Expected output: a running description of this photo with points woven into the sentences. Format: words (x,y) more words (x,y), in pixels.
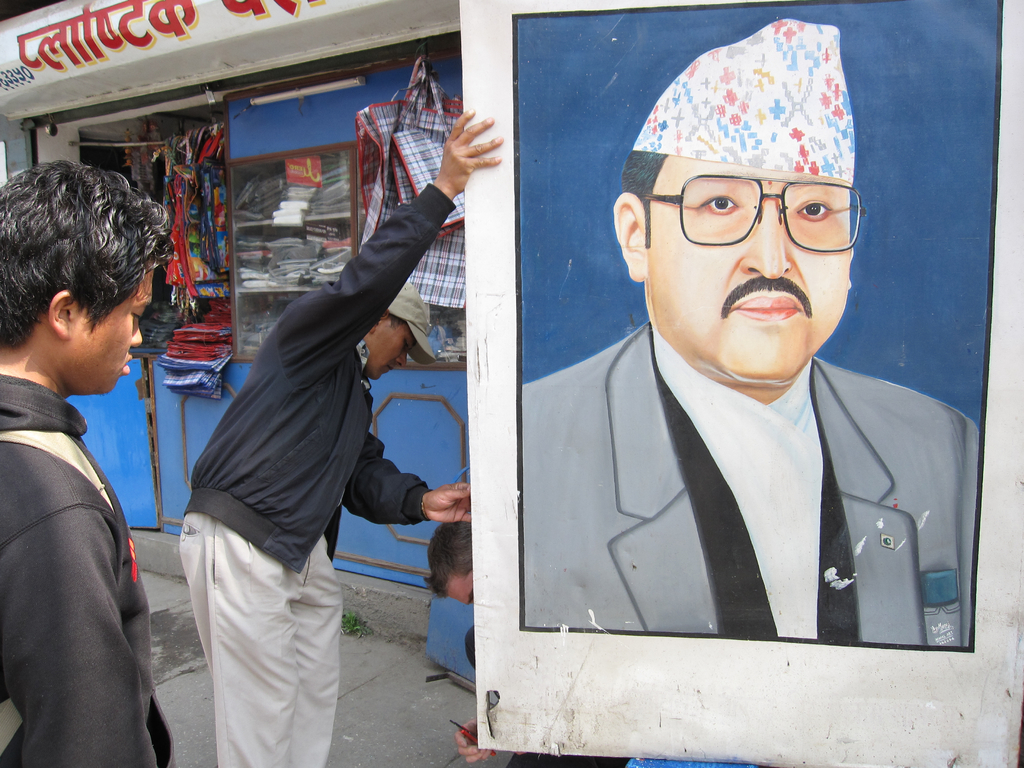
To the left side of the image (94,271) there is a person (88,212) in front of him there is another person (482,166) holding a poster (489,187) of a person (635,278). In the background of the image (220,78) there is a stall (132,167). At the bottom of the image (420,698) there is road (350,692).
